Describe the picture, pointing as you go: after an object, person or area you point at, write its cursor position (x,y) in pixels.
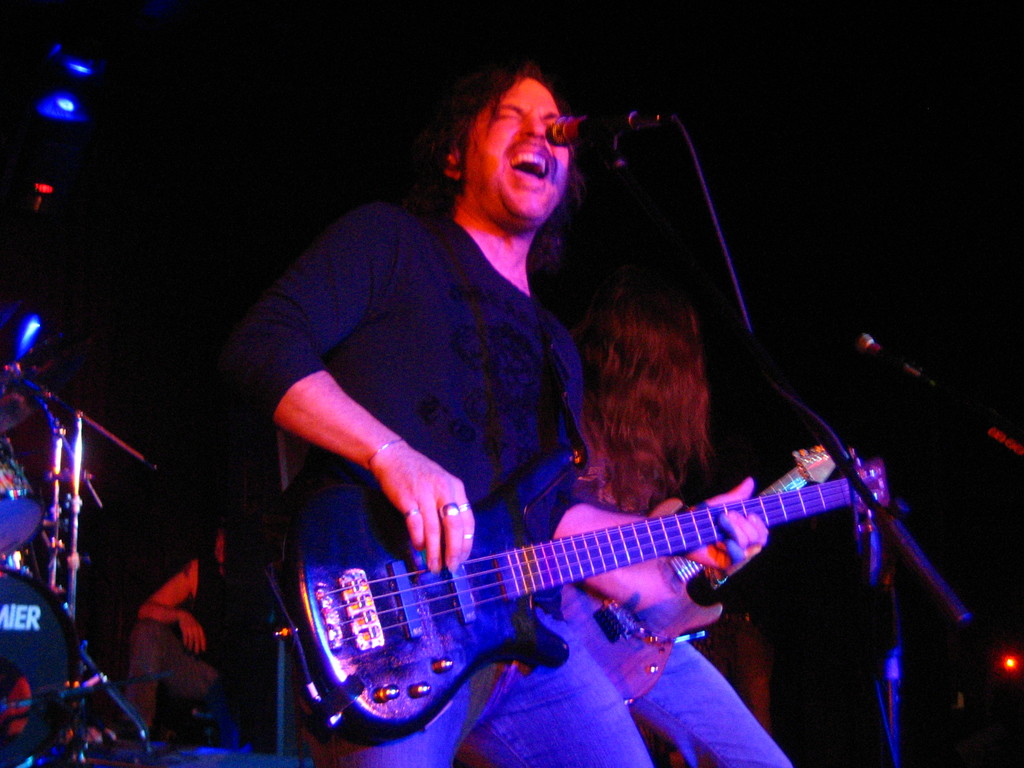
In this image we can see this person (463,538) is holding a guitar (533,617) and playing it. There is a mic (580,131) in front of him through which he is singing. In the background (590,389) we can see a woman (634,416) playing guitar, drums (53,547) and a person (185,598).
